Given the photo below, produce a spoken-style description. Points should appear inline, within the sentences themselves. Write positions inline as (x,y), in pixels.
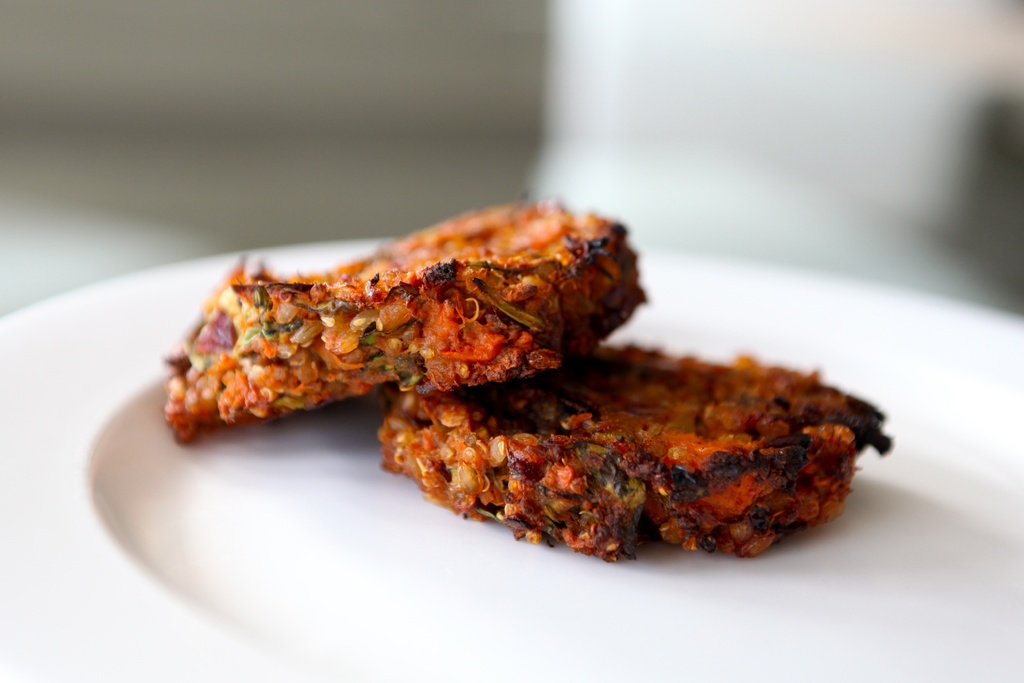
In the picture, there is some cooked food item (512,314) placed on a white plate (178,635).
